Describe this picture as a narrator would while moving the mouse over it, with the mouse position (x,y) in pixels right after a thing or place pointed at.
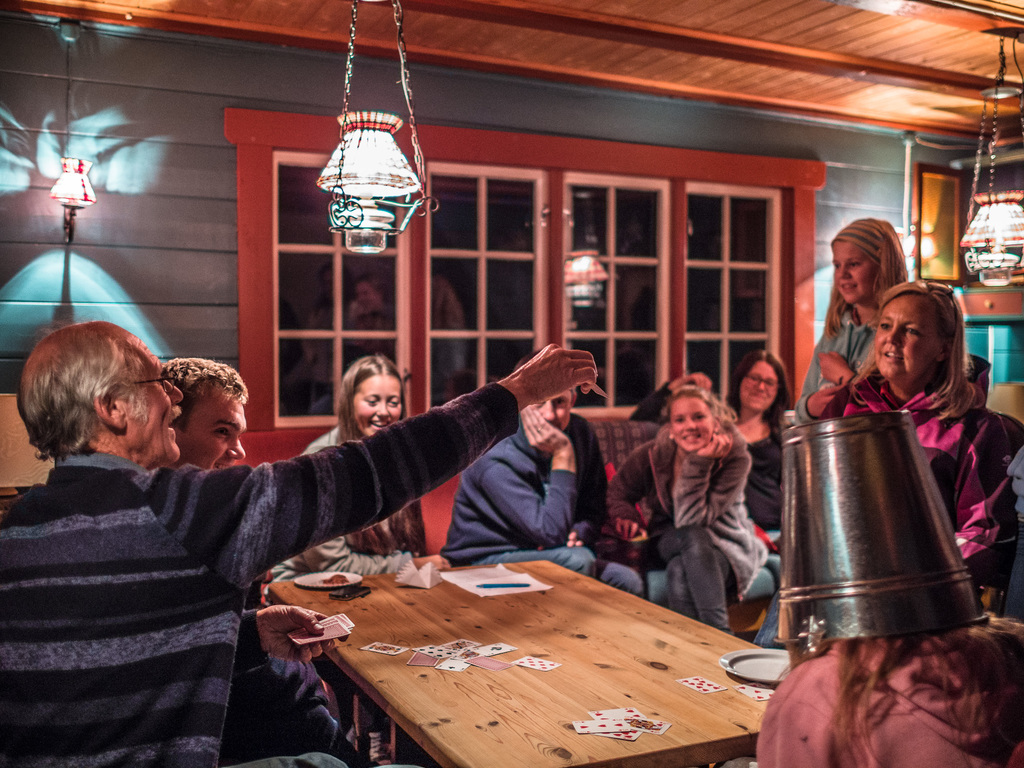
Few people (360,469) are playing cards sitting around a table (539,638). Few other people (482,480) watching them sitting beside.
